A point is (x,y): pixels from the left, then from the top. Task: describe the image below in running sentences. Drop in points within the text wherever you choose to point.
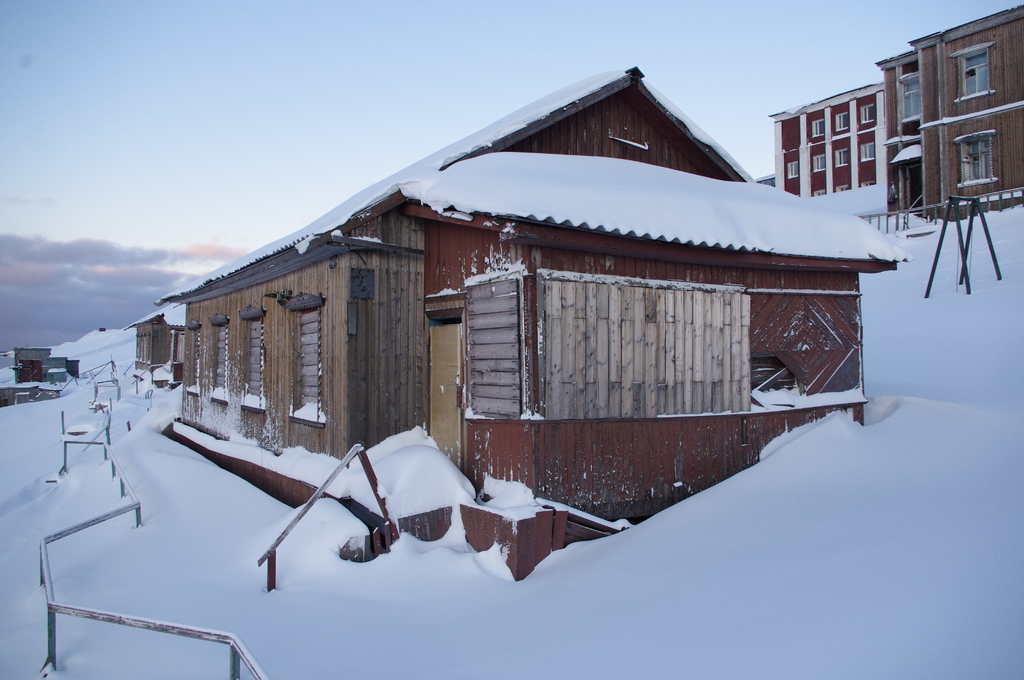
In this image I can see few houses (748,415) covered with snow (925,552). In the background (277,127) the sky (224,158) is in white and blue color and I can also see few poles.
